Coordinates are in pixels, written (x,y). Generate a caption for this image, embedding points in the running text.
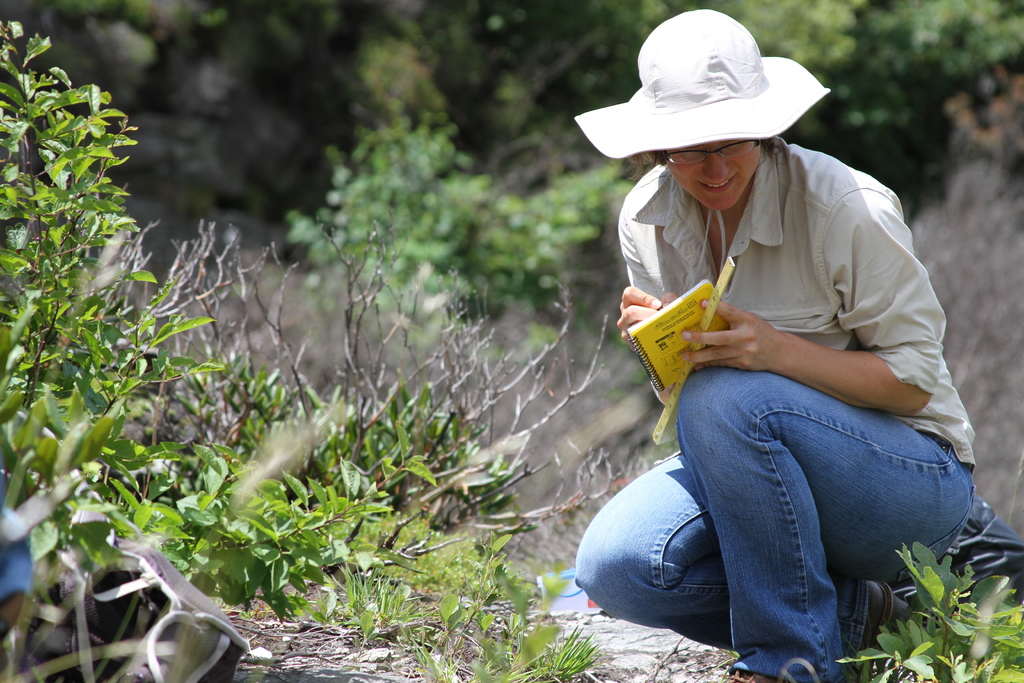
On the right (933,640) we can see a plant (935,621) and a woman (751,379). On the left (196,497) there are plants (220,417). The background (443,197) is blurred. In the background (494,96) there is greenery (931,120).
